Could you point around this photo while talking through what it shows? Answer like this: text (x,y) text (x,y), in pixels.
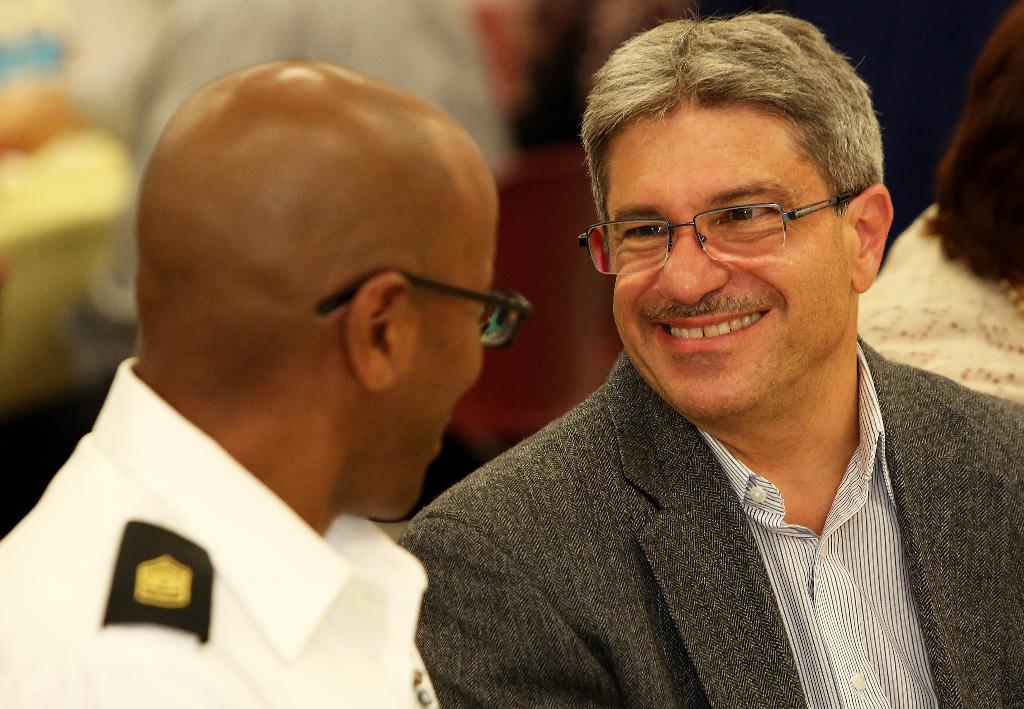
In this image there are two people (321,458) having a smile on their face (703,371), around them there are a few other people (992,175).
